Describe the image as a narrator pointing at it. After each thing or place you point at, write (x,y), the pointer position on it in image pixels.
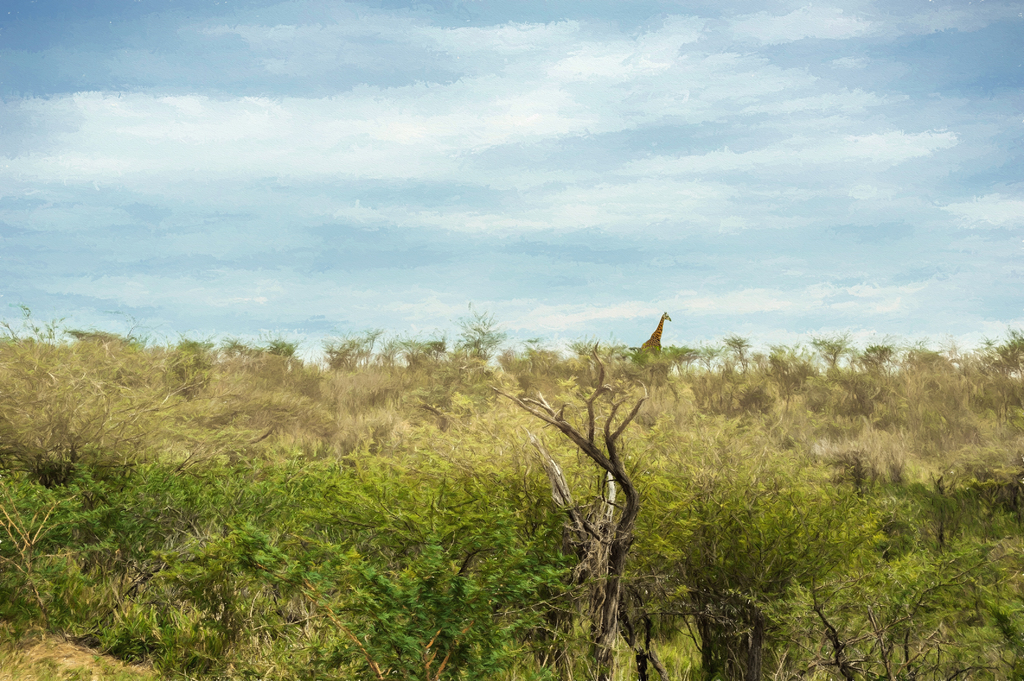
In front of the image there are trees (393,481). There is a giraffe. In the background of the image (687,221) there is sky (683,80).
